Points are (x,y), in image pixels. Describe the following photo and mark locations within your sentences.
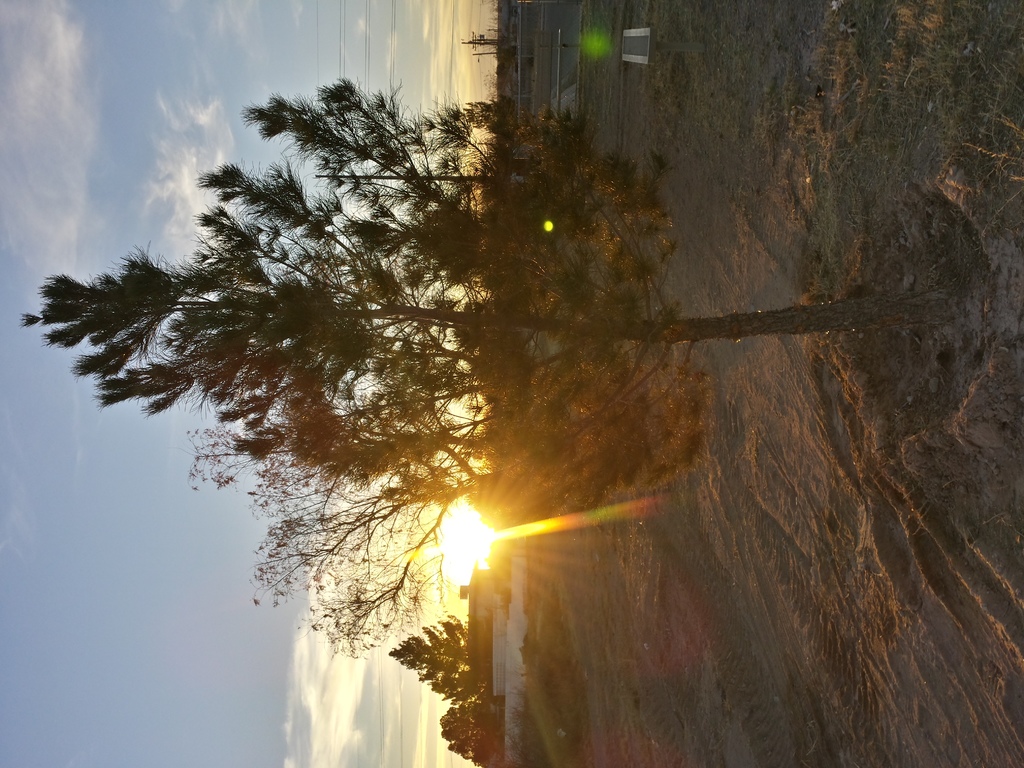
In this picture I can see trees (482,267). I can see electric wires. I can see the houses (477,619). I can see clouds (386,634) in the sky (158,464).
